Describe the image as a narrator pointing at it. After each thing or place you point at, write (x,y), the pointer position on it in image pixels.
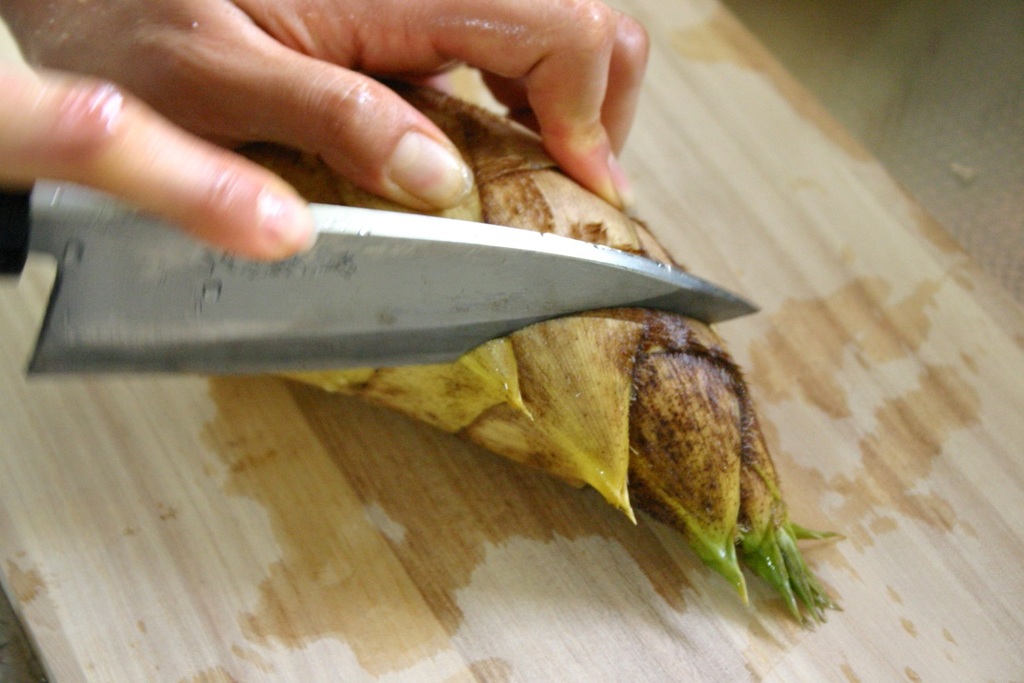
In this image we can see a person's hand (465,187) cutting a vegetable (599,407) with a knife (408,242) on the chopping board (812,374).
